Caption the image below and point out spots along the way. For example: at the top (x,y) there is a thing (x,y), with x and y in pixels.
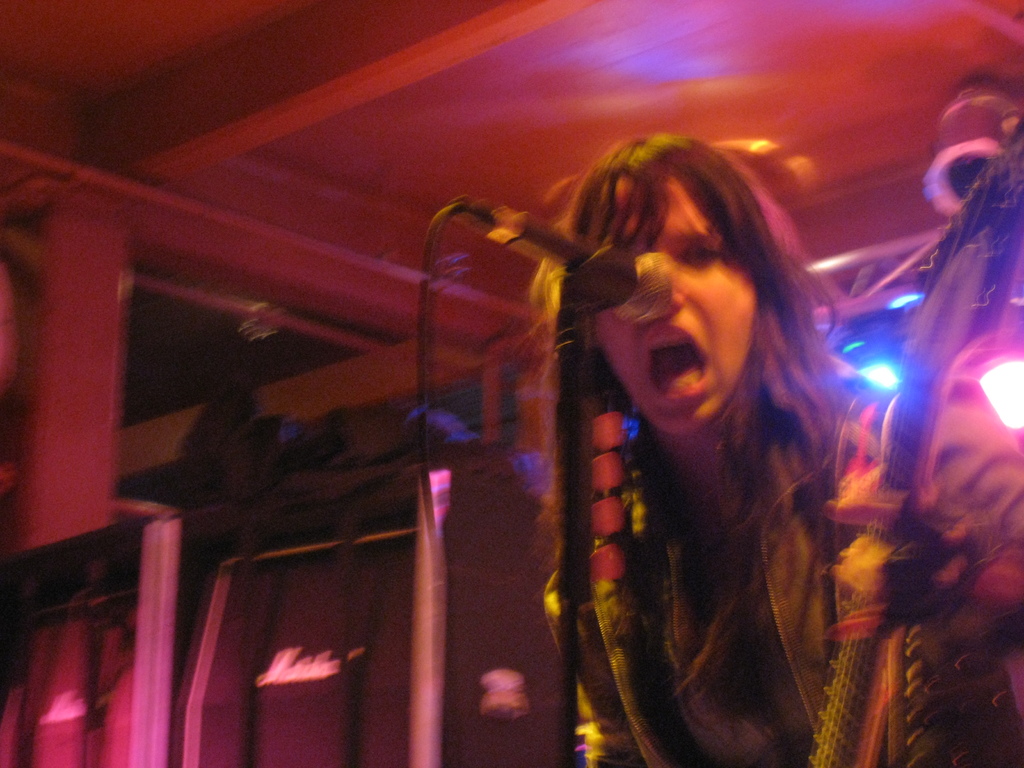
In this image we can see a woman (766,464) standing by holding a musical instrument (851,677) in her hand (864,629) and a mic (542,244) is placed in front of her. In the background (530,154) we can see walls (318,403), electric lights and a pillar (80,328).
